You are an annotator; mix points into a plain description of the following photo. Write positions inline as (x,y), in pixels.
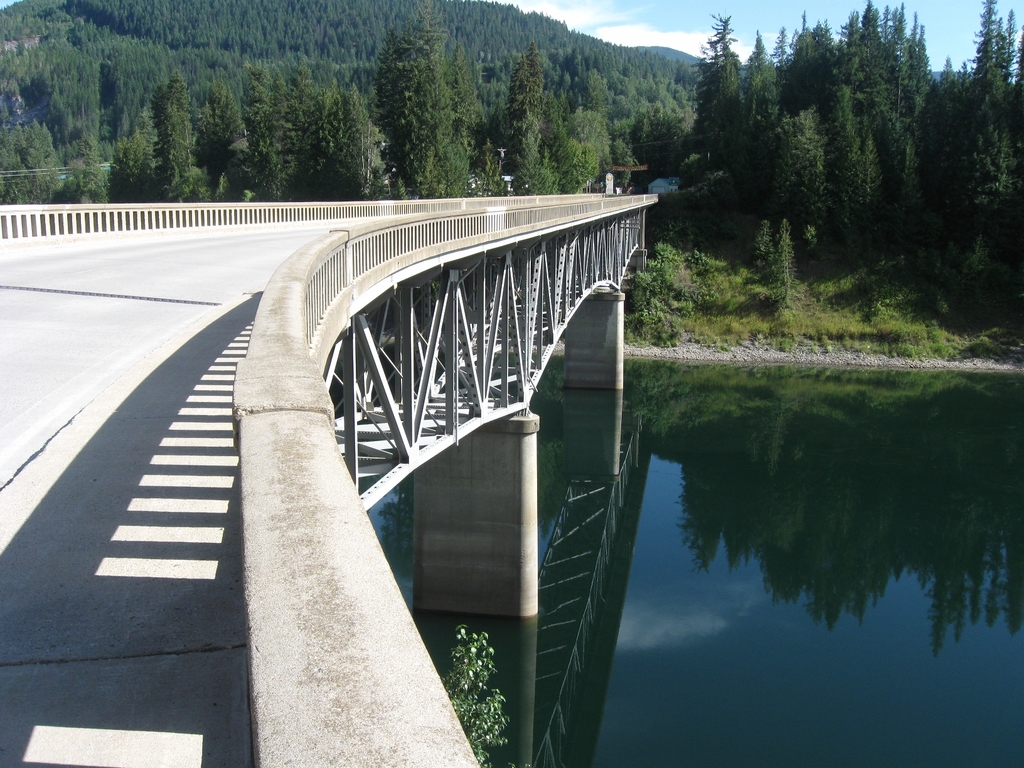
In this image I can see a bridge (100,509). Background (853,407) I can see water (859,419), trees (419,96) in green color, sky (690,36) in blue and white color.
